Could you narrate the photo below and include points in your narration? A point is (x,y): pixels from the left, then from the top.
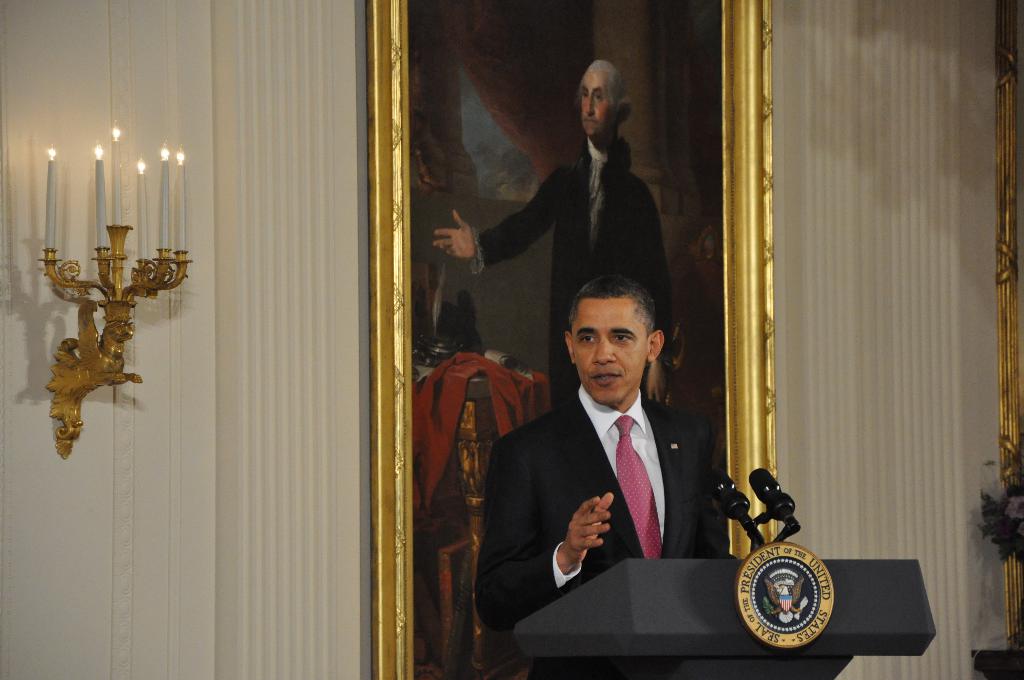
Here in this picture we can see a man (596,456) wearing a suit (565,494) standing over a place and in front of him we can see a speech desk (709,587) with microphones (786,516) present on it and we can see he is speaking something in the microphone (747,513) and behind him we can see a portrait (496,252) present on the wall (82,224) and on the left side (112,300) we can see candles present on the stand (119,345).
